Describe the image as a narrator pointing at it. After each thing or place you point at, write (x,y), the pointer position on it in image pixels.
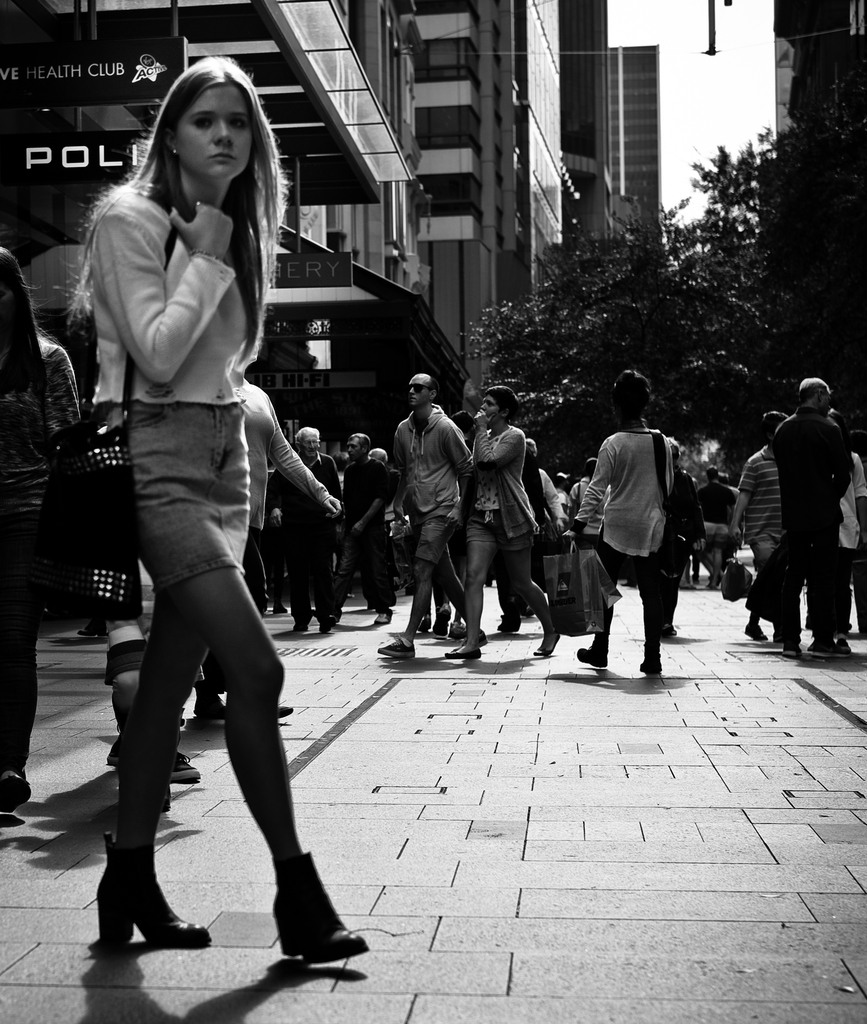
This is a black and white image. On the left side (164,745) there is a woman (130,292) walking on the road (167,955) towards the right side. In the background (745,498), I can see a crowd of people (410,523) walking and also there are some buildings (378,294) and trees (636,304).
